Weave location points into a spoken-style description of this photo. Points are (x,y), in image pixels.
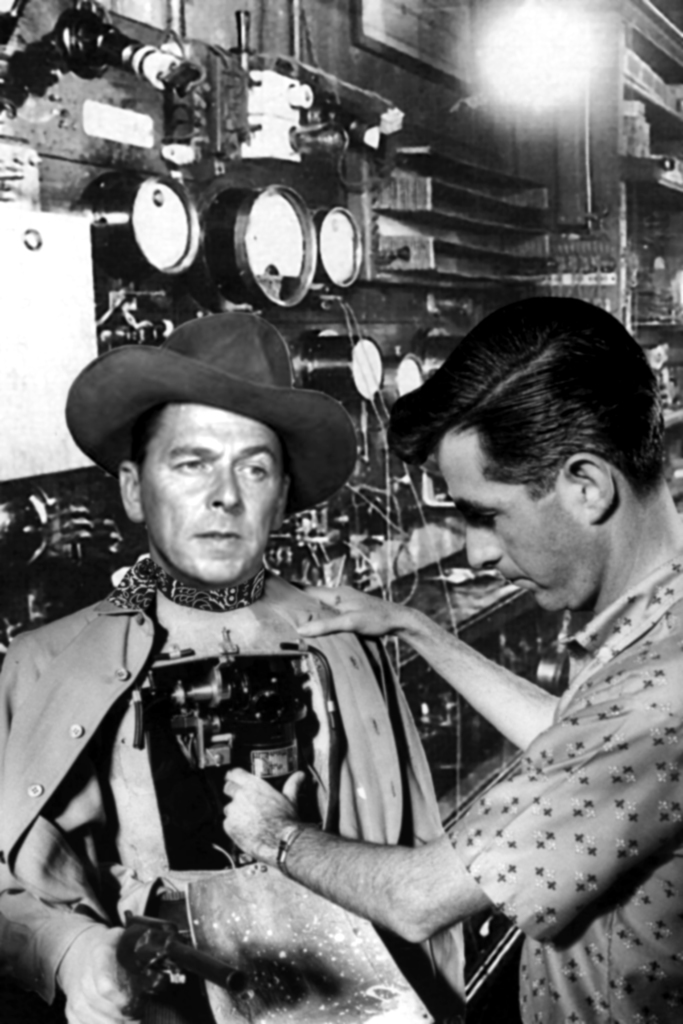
This is a black and white image. Here I can see two men (427,921) are standing. The man (580,413) who is standing on the right side (599,808) is holding an object (198,774) in the hands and looking at the object (209,796). In the background (305,285), I can see few machines (227,234) and wall (397,100). At the top (535,65) there is a light (538,65).
